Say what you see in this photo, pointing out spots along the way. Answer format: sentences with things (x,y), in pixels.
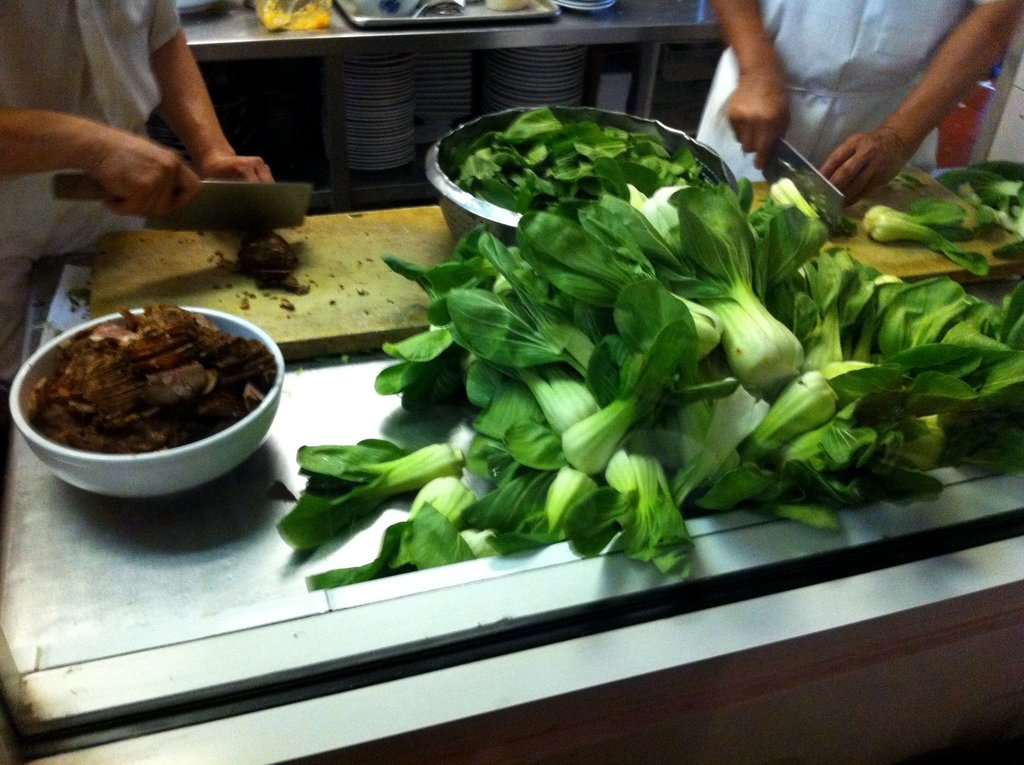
In this image we can see a table (341,553). On the table (356,555) we can see leafy vegetables (671,390). Also there are two vessels (214,380) with some items (184,375). And we can see two persons (193,70) standing and cutting with knife (296,189). In the back (249,40) there is another table (328,35). On the table (308,35) there are few objects (357,15). Below the table (262,37) we can see plates (461,83).
